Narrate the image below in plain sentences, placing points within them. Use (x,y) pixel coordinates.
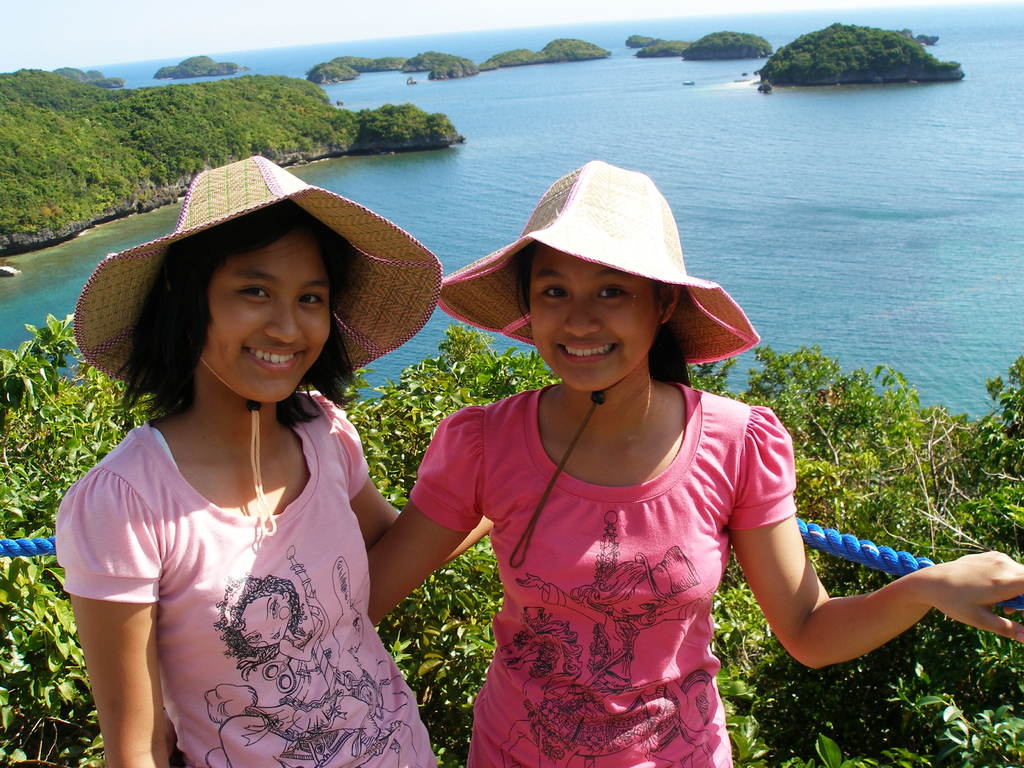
In this image, we can see two girls (360,505) are watching and smiling. They are wearing hats (422,278). Here we can see the blue rope (52,547) and trees (15,564). Background (873,313) we can see the hills (117,154), plants (202,136) and water (647,124).
